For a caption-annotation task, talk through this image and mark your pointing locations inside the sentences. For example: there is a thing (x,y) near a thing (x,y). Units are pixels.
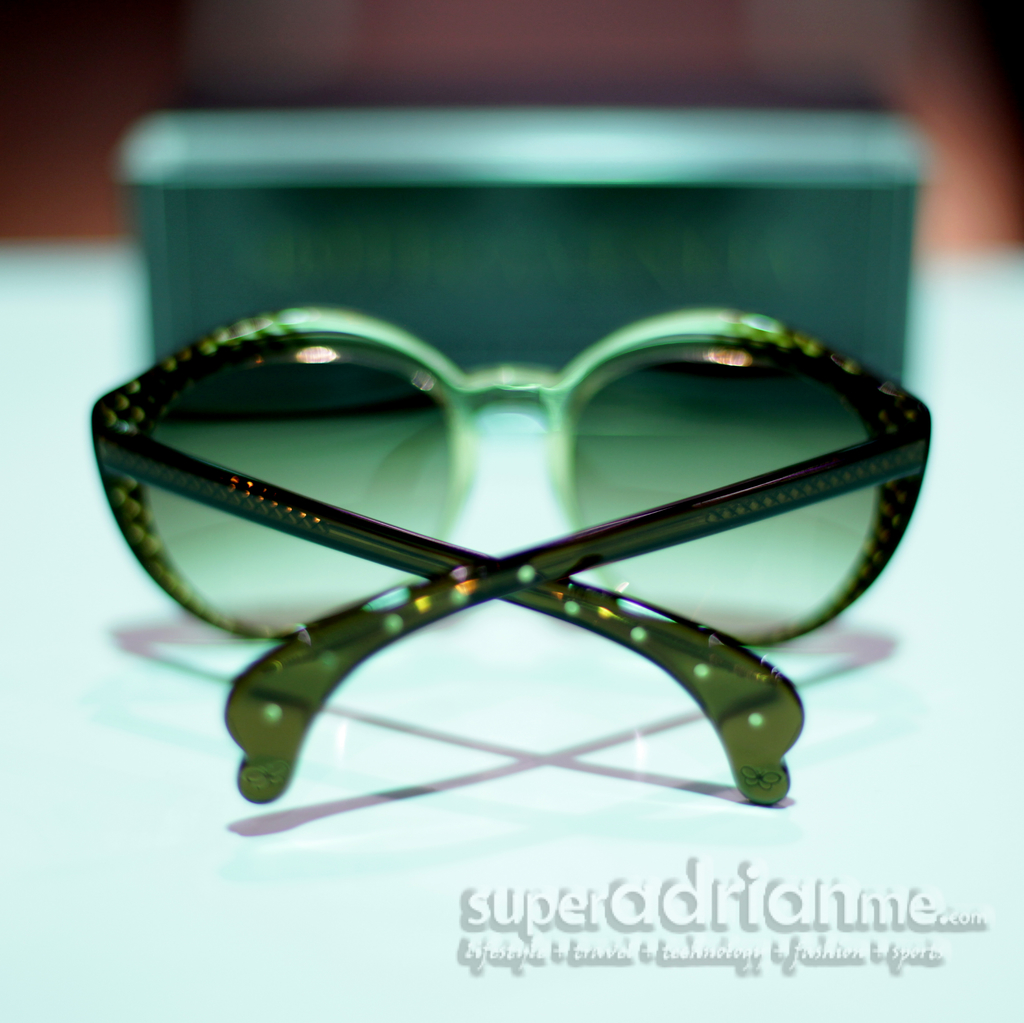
In this picture I can observe spectacles (373,430) placed on the table (563,715). In front of the spectacles (582,614) there is a box (247,159). In the bottom of the picture (702,872) I can observe text (530,925). The background (77,143) is completely blurred.
